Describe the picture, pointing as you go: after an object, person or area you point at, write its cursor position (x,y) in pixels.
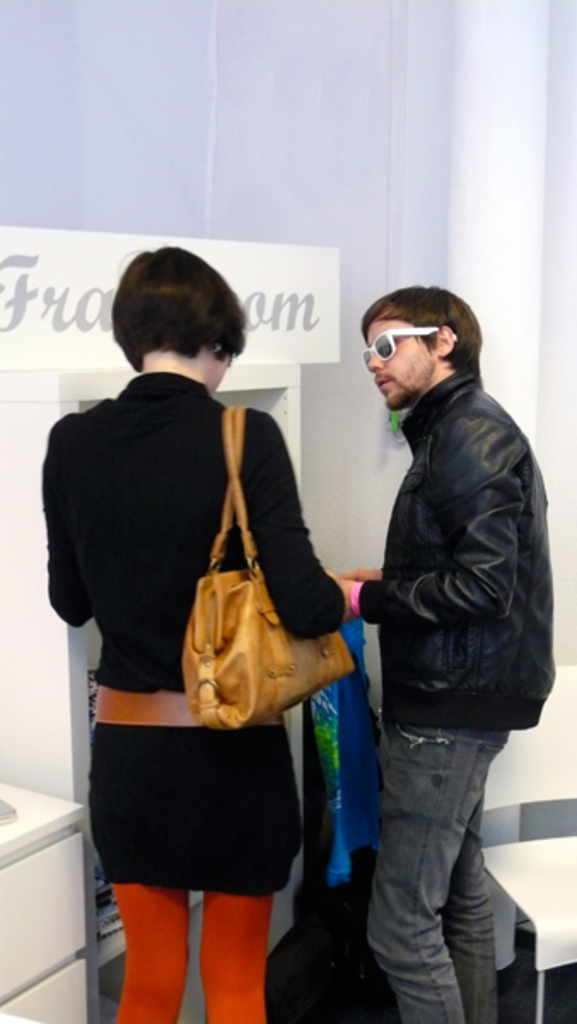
In this image, there are a few people (501,690). We can see the ground (529,999). We can see a chair (561,669) and an object (14,860) on the bottom left corner (74,920). We can see some shelves (97,996) with objects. We can also see a board (0,306) with some text (10,301). In the background (381,228), we can see the wall (449,111) and a pillar (482,39). We can also see a blue colored object (345,841).
